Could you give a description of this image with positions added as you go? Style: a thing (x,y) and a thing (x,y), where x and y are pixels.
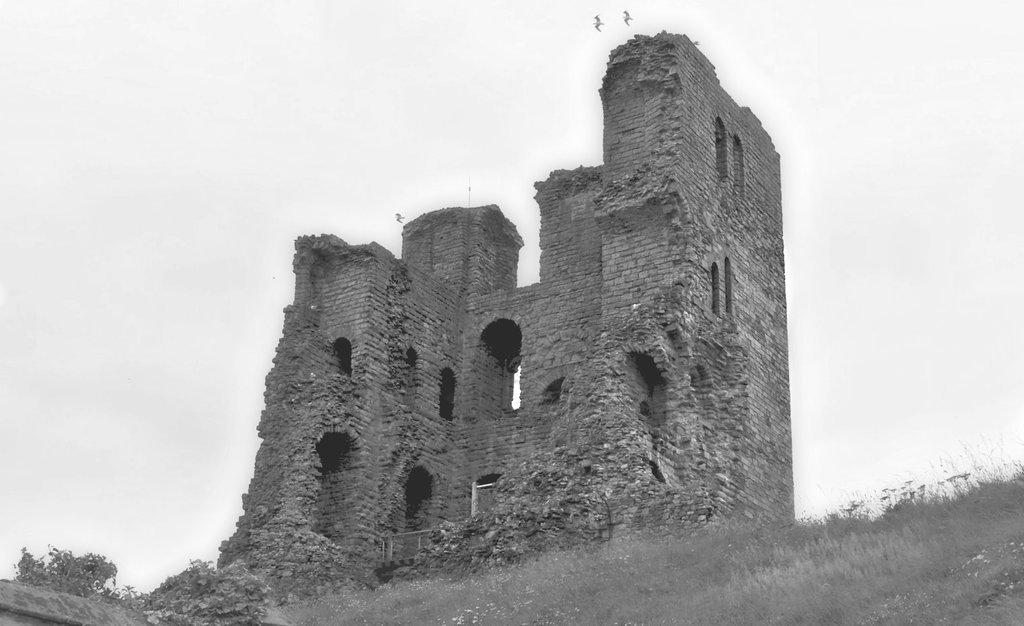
In the foreground of the image (338,602) we can see the grass (592,546). In the middle of the image (657,387) we can see the fort (512,465). On the top of the image (475,99) we can see the sky (574,39) and two birds (596,19).
